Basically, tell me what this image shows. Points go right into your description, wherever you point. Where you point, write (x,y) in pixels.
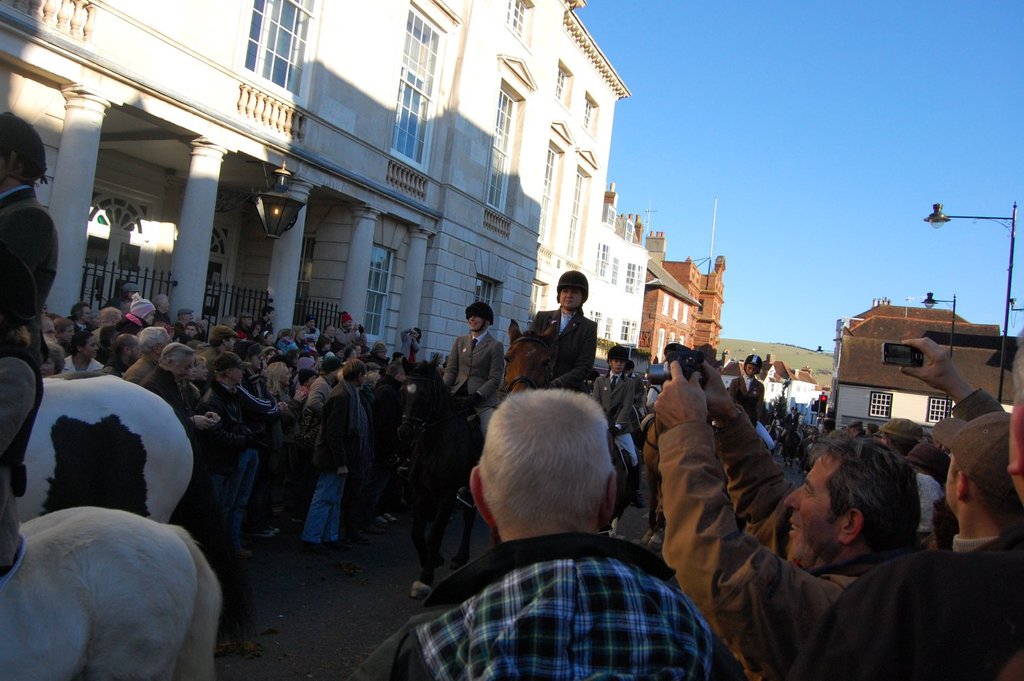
In this picture we can see some people (472,372) are sitting on horses (447,434) and some people (184,417) are standing on the path (410,563). Behind the people (66,347) there are poles (1004,371) with lights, buildings (249,228), hill (787,356) and a sky (788,240).
